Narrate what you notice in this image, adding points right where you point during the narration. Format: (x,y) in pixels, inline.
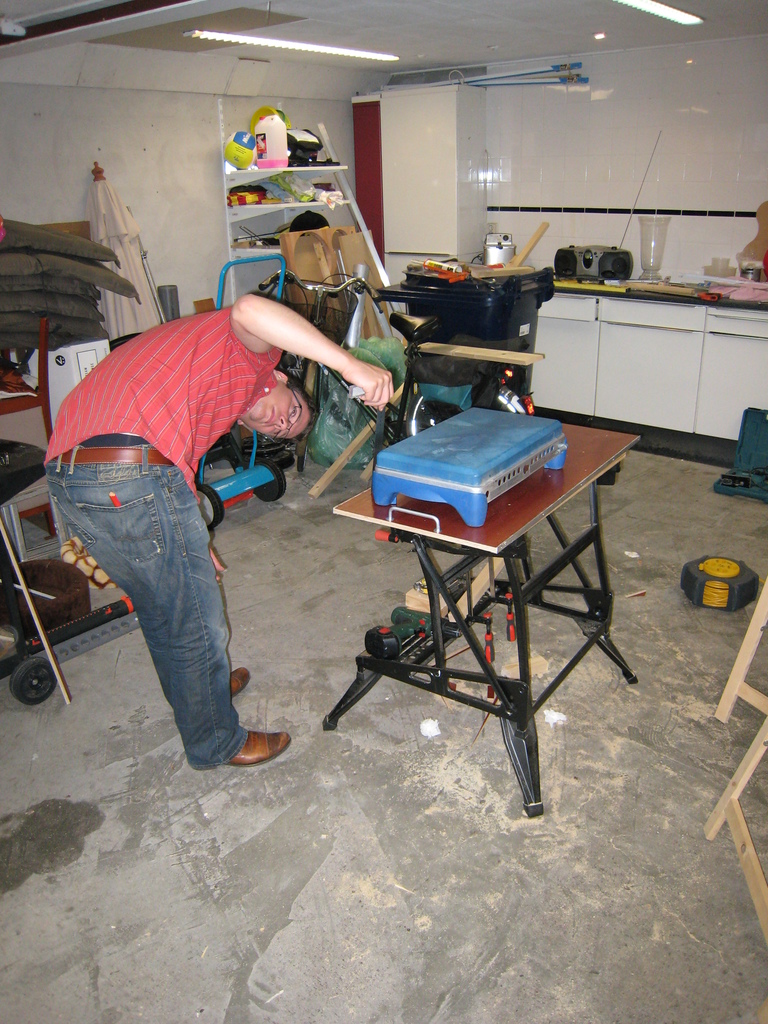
In this picture we can see a man (173,376) who is in red color shirt (213,395). This is the table (464,562). And there is a wall (655,153). And these are the lights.
